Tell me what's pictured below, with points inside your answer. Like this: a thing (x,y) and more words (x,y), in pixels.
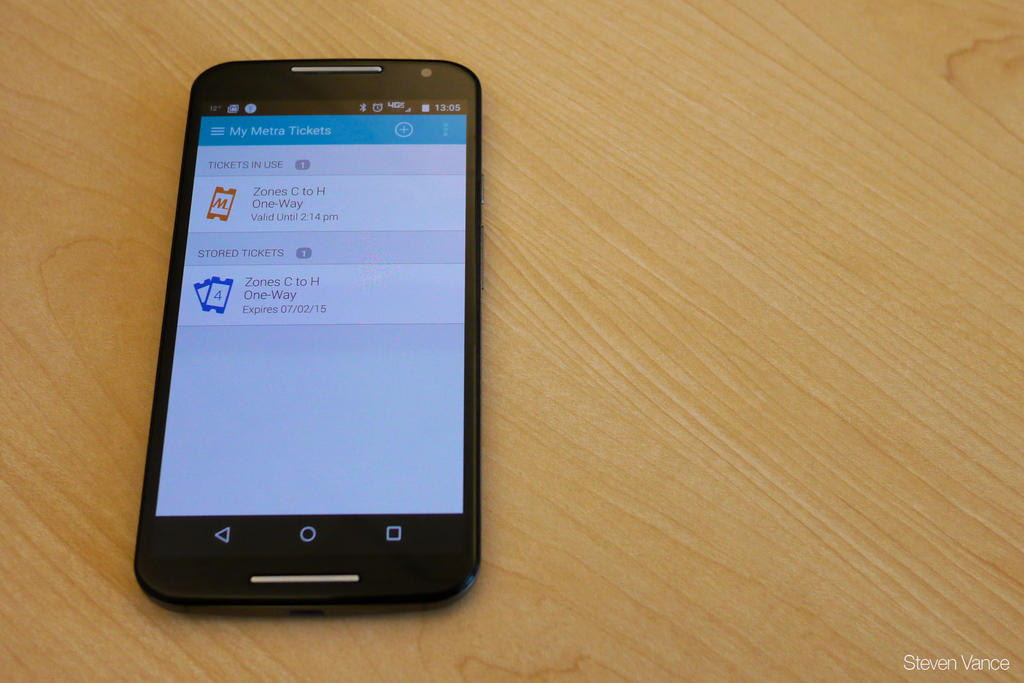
In this picture we can see a mobile (257,327) on a wooden surface (709,63). On the mobile screen (216,309), there are two tickets (221,189) and other things (359,108). In the bottom right corner of the image (940,668), there is a watermark (1000,663).
